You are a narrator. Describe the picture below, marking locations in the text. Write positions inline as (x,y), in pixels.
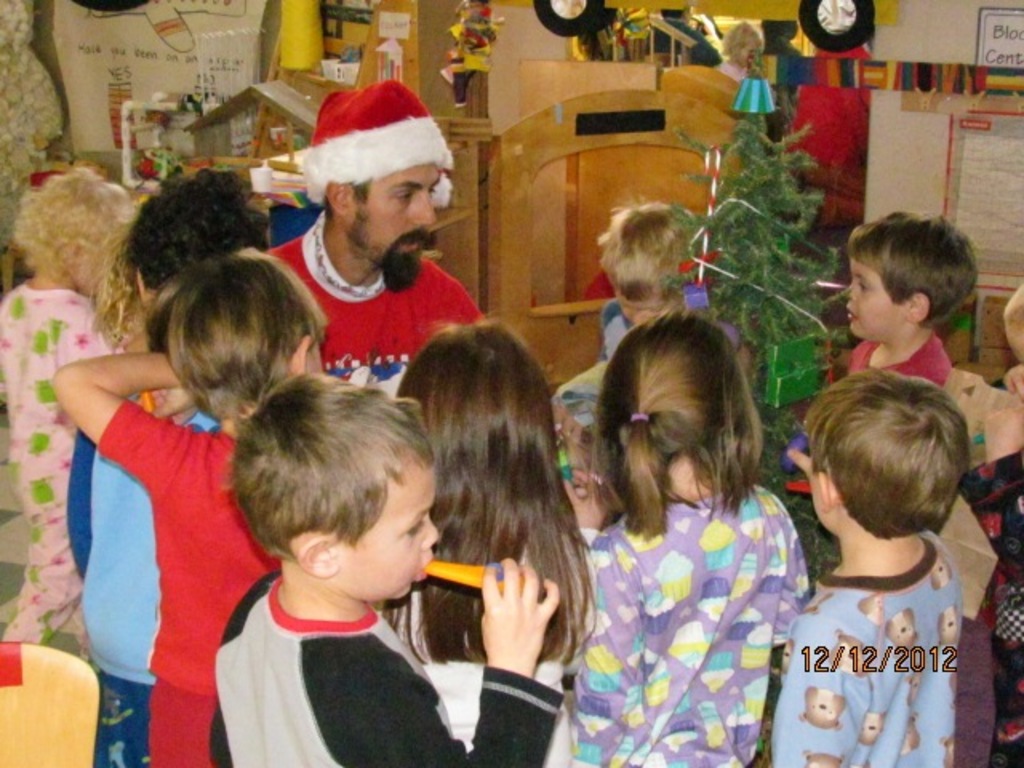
In the image there is a man (312,250) and around him there are a group of children (636,444), behind the man (336,303) there is a Christmas tree (741,184), some craft items (289,40), charts (218,83) and other things (869,68). The man (318,178) is wearing a Christmas cap (381,162).
